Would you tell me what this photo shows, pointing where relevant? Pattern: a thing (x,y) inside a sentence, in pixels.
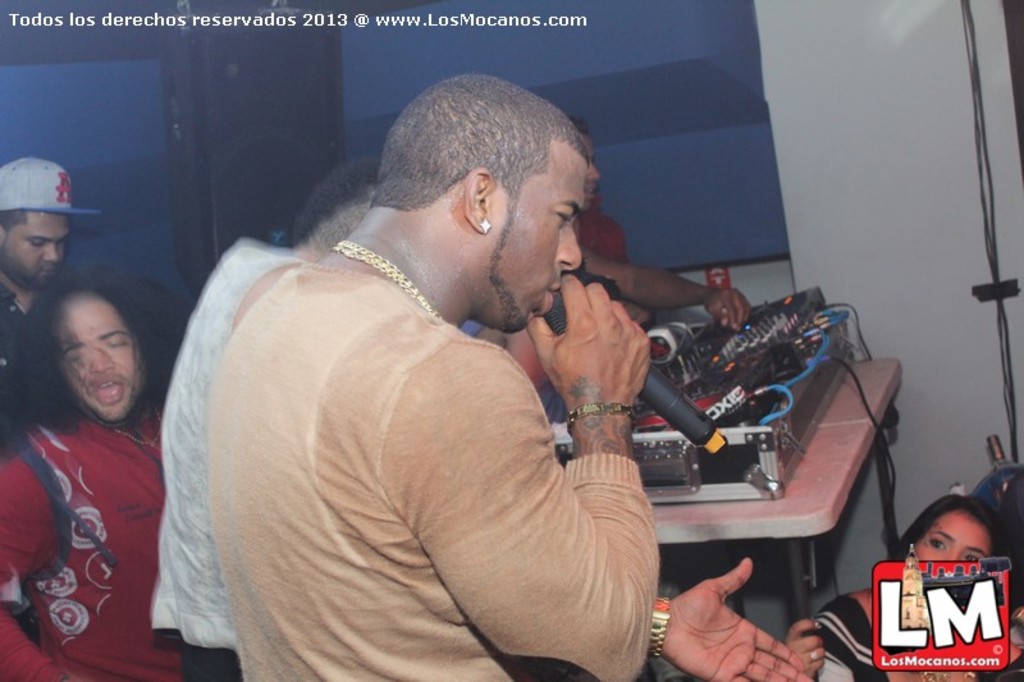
In front of the image there is a person (513,396) holding a mic (665,407) and is singing, around him there are a few other people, on the table (719,518) there is some music mixing equipment (719,370) with cables (818,351), behind them there is a wall (824,87) with glass doors (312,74) and windows (380,108), at the bottom of the image (930,604) there is a logo (953,599), at the top of the image (500,21) there is some text (500,21).
